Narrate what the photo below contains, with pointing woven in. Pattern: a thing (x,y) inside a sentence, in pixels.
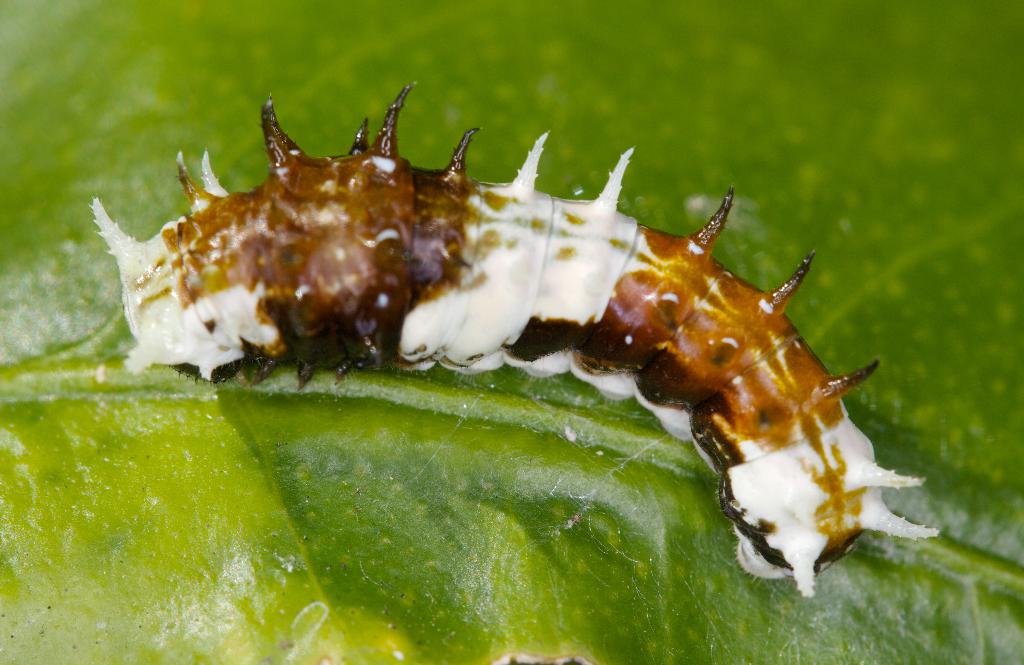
In this image there is an insect (777,454) on a leaf (356,488).
